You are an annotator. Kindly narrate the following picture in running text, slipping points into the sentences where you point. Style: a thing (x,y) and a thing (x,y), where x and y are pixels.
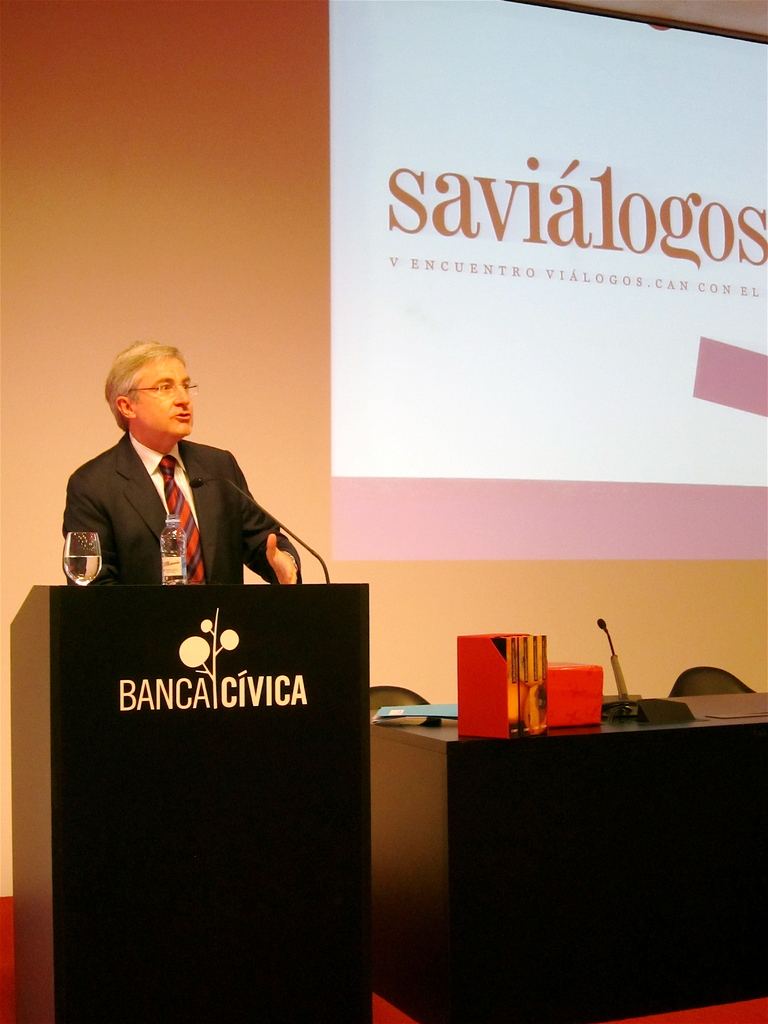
In this image we can see a person (163,494) is standing near a podium (114,586) and talking. There is a bottle (163,555) and a drink glass (95,569) on the podium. There are some objects (468,688) placed on the table (606,704). There is a projector screen (586,282) at the top right most of the image (652,312).
